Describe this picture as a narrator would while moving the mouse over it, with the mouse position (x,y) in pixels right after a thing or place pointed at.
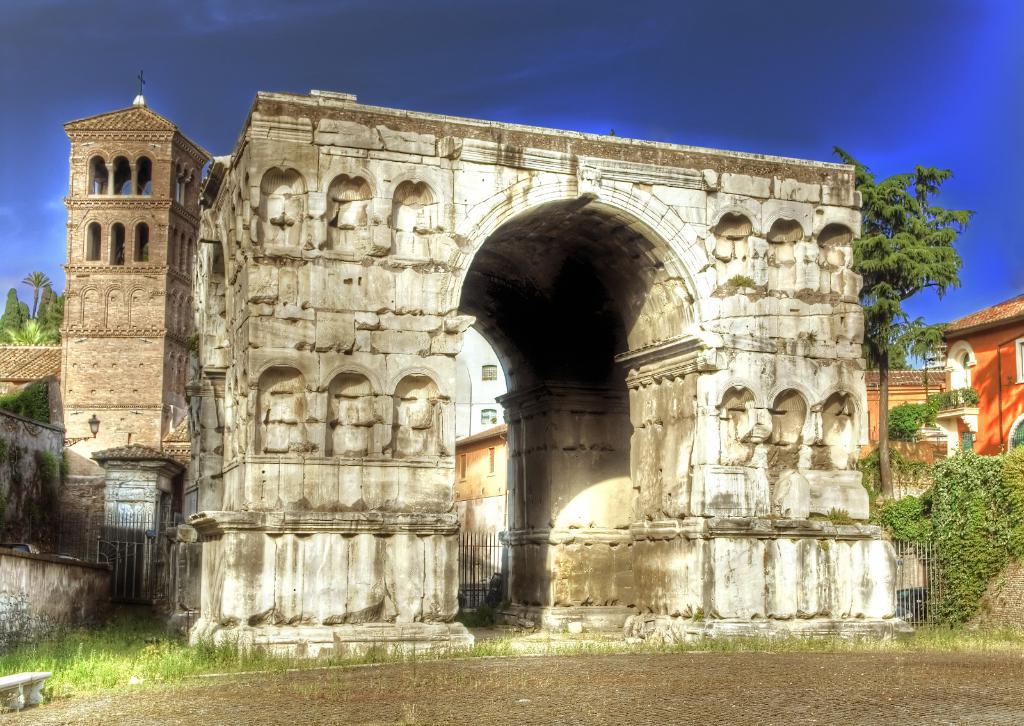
In this image there are buildings (424,507). There is a metal fence (475,571). At the bottom of the image (702,701) there is sand (734,686). On the left side of the image (121,643) there is grass (104,641) on the surface (104,654). In the background of the image (870,335) there are trees (882,196) and sky (734,42).
